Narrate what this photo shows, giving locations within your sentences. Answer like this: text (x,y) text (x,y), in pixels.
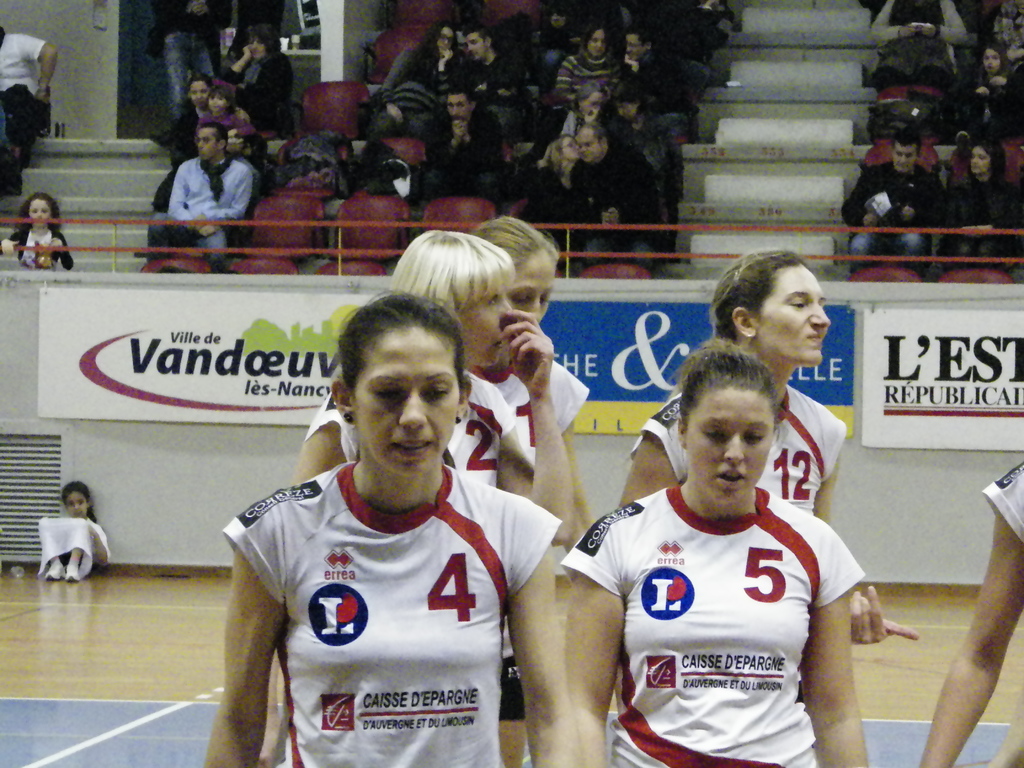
In the picture I can see these people (379,634) are wearing white color T-shirts (659,566) are standing in the court (175,718). In the background (102,549), I can see a child (85,528) sitting near the wall (109,532), I can see boards (1005,319) and people (270,88) sitting on the chairs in the stadium (409,223).
